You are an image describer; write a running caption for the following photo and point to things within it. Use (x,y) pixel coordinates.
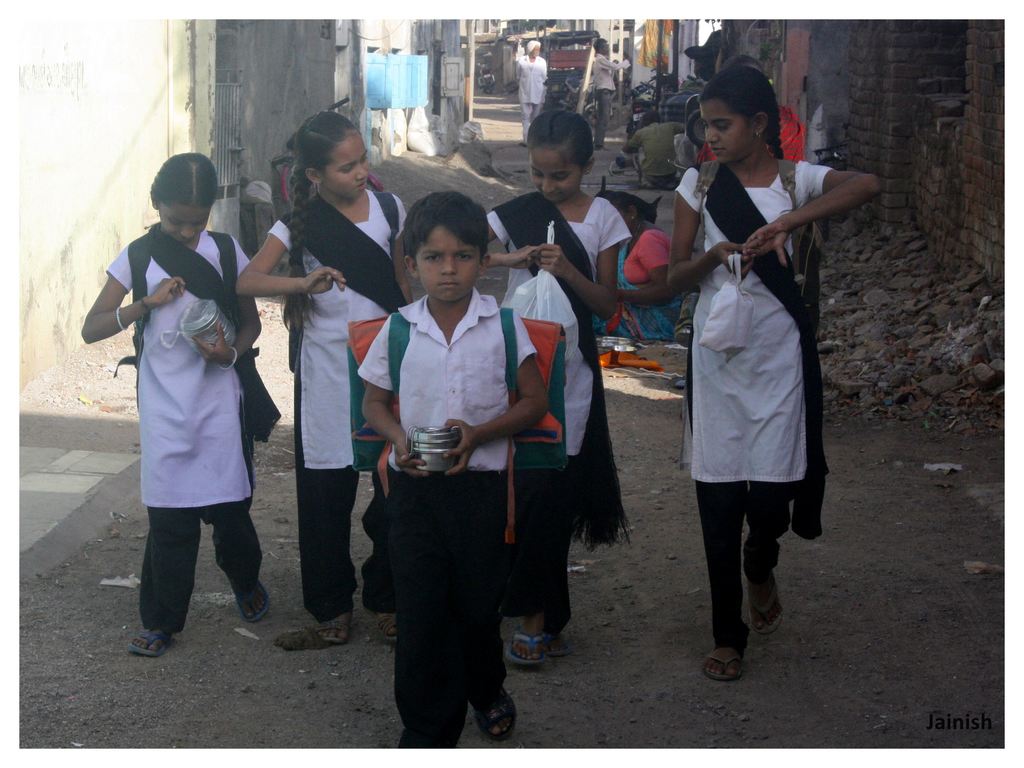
In this picture I can see 4 girls (156,340) and a boy (478,346) standing in front (320,294) and I see that they're wearing uniforms (407,397) and holding things (531,286) in their hands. On the both sides of this picture I can see the walls (819,64) and few buildings (334,75). In the background (704,146) I can see few people (640,131) and on the right side of this picture (869,253) I can see the stones (944,316).
